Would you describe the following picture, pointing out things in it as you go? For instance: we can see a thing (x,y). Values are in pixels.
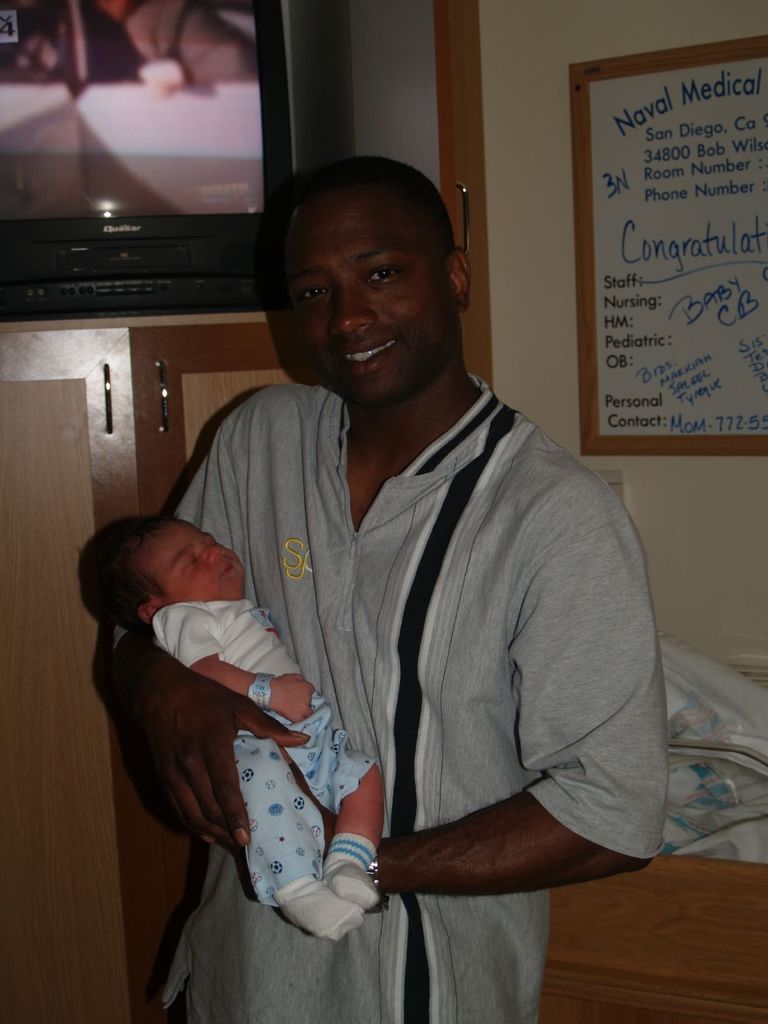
In this image there is a man (374,611) standing and holding baby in hands (224,827), behind him there is a TV (255,236) in the shelf (23,556) and also board (656,360) in the wall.
